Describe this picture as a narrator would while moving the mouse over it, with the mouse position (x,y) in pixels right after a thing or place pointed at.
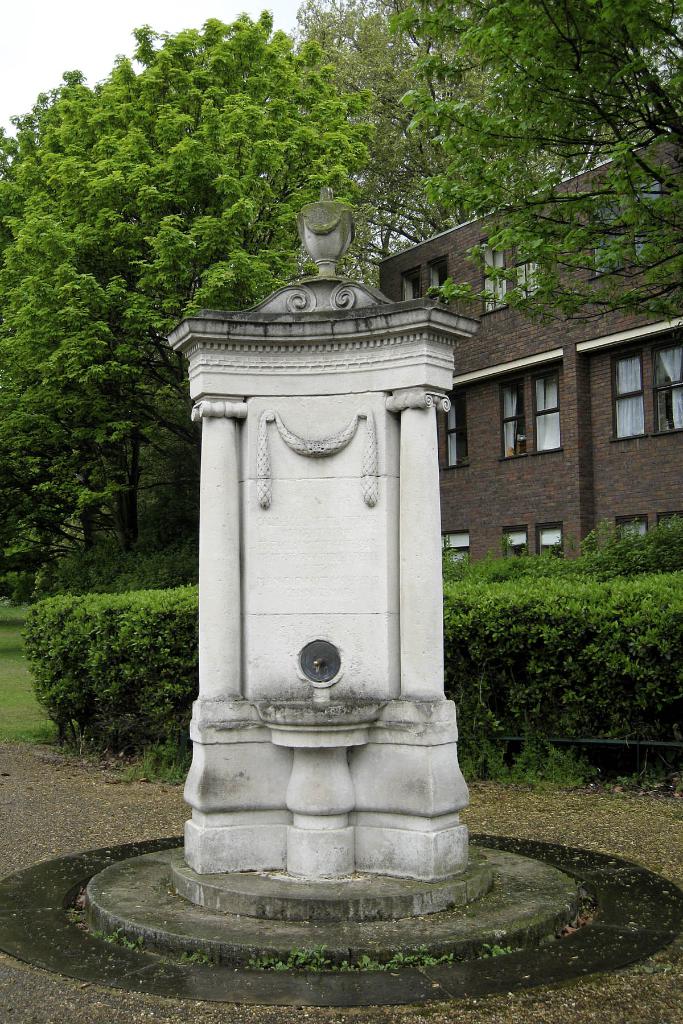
In this image I can see the wall (268,482) in white color and I can also see a tap (320,648) attached to the wall (368,673), background (646,372) I can see trees (384,156) in green color, a building (444,260) in brown color and the sky (100,56) is in white color.
